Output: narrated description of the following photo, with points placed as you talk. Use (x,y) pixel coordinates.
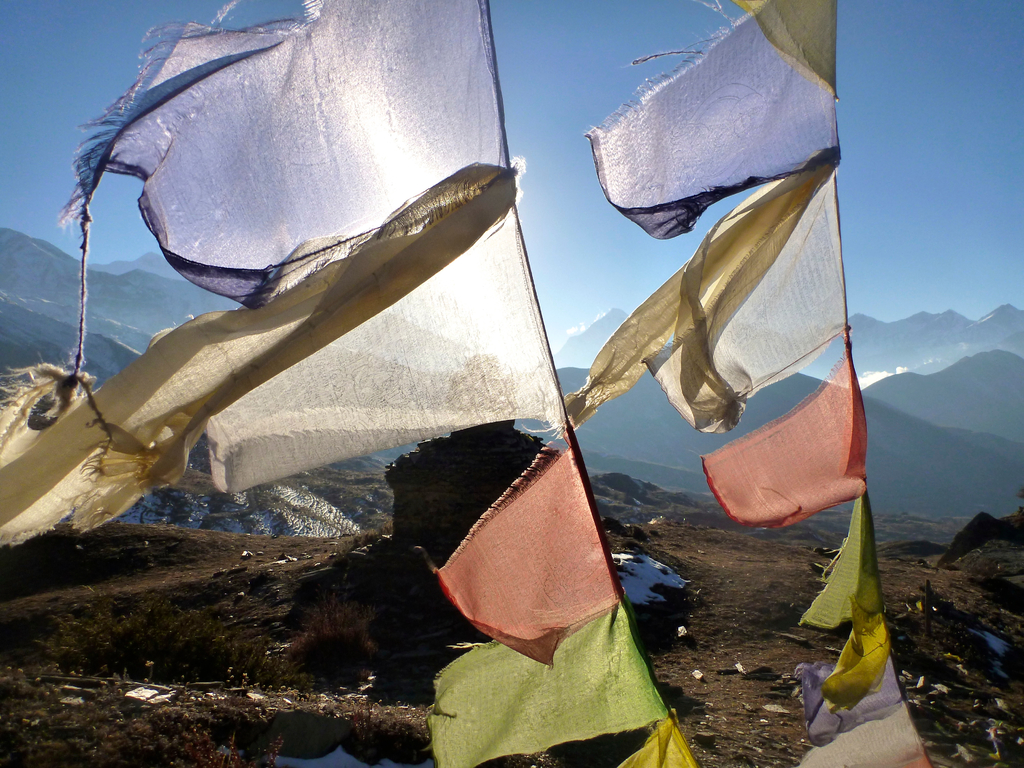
In this picture we can observe some clothes (776,440) hanged to the wires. There are different colors of clothes (687,403). In the background (650,567) we can observe some snow (639,589) on the ground (79,599). There are hills (153,317) and a sky (569,220) with a sun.
